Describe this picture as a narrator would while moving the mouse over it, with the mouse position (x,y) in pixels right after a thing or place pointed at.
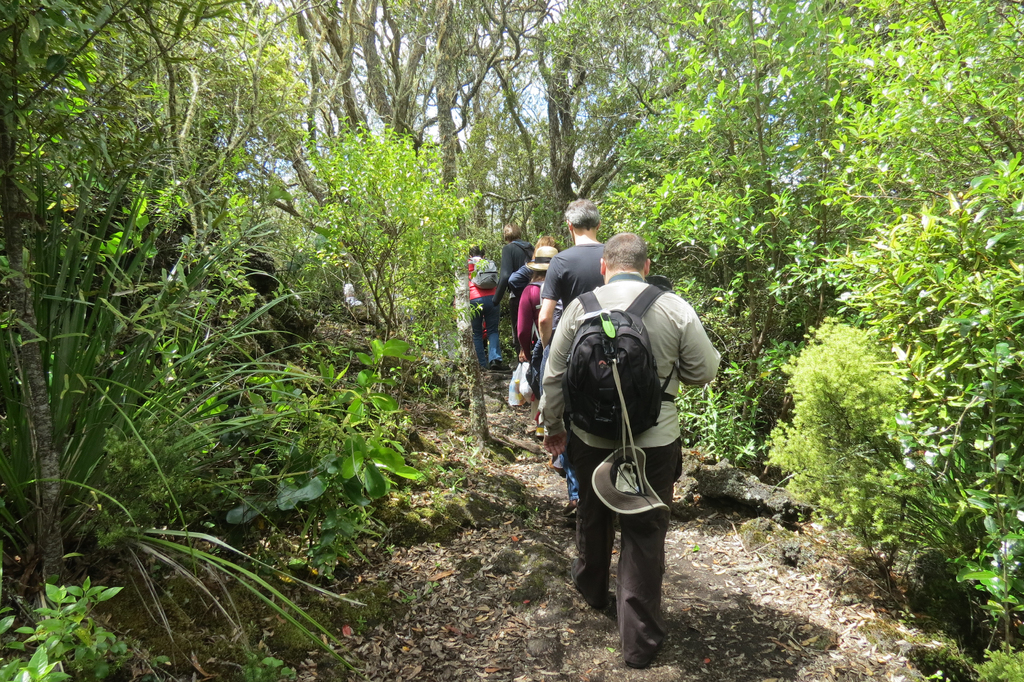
In the picture I can see people (493,311) walking. These people (498,323) carrying bags (638,366), holding objects (517,390) and wearing hats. In the background (663,209) I can see trees (323,238), plants (391,412), the grass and the sky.
